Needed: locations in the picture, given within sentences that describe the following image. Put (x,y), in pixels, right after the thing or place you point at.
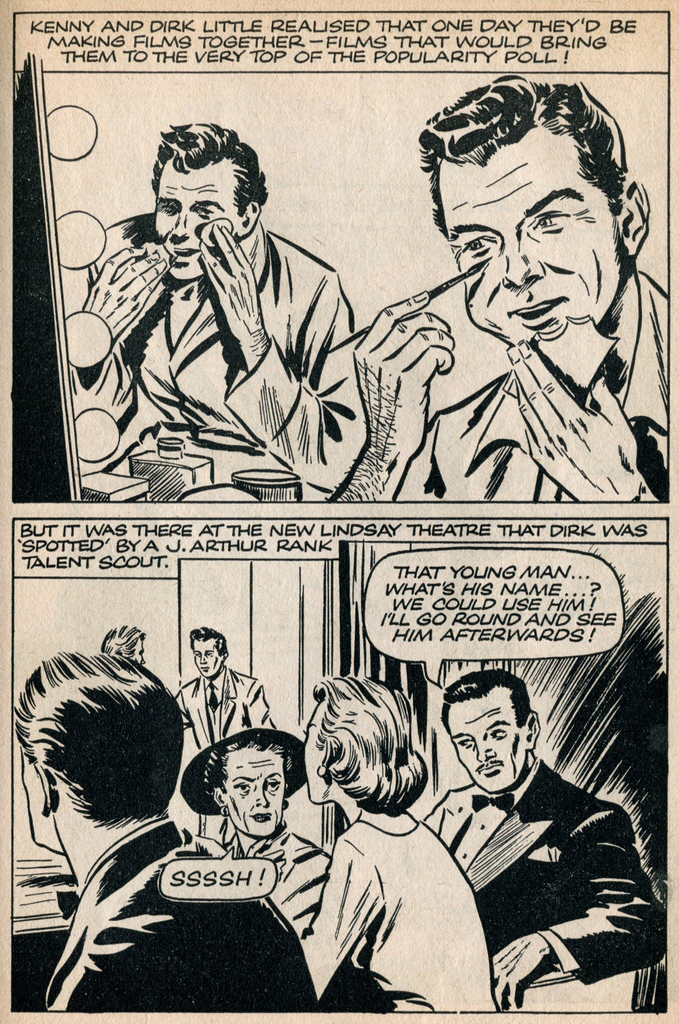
In this image we can see pictures (282,777) of few persons (334,679) and text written on it.
